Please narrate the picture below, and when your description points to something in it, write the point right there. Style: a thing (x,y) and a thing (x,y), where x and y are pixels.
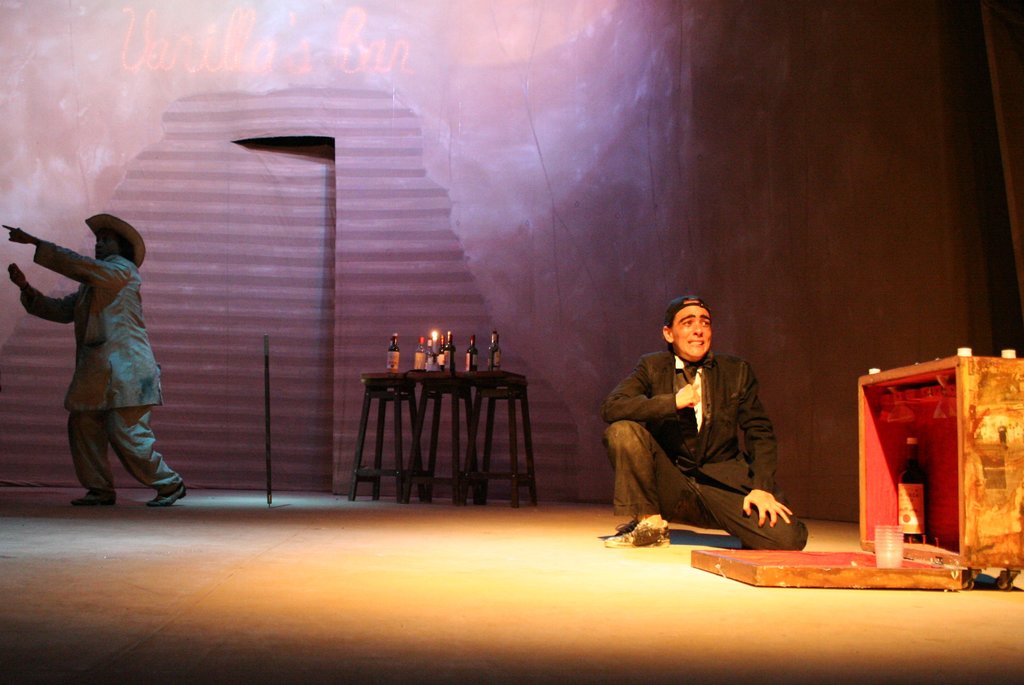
In the center of the image (400,376) we can see the stools (501,374). On the stools (516,443) we can see the bottles (449,363), candle light (434,341). On the left side of the image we can see a man (156,378) is dancing. On the right side of the image (1013,506) we can see a box (952,462), bottle (919,514), glasses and a man (752,518) is sitting on his knees (784,521) and wearing a suit (732,387). In the background of the image (722,344) we can see the wall (501,249), door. At the bottom of the image (315,616) we can see the floor (453,670).
